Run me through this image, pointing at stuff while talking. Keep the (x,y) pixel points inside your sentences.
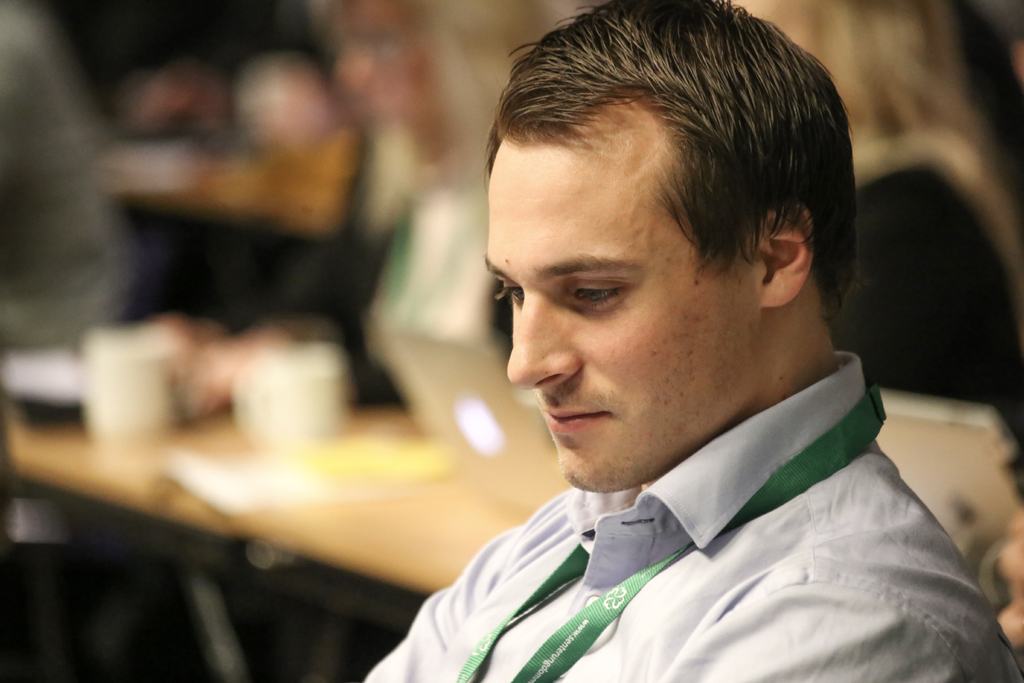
There is a man (644,449) on the right side of the image (714,247) and the background (269,285) area is blur.
